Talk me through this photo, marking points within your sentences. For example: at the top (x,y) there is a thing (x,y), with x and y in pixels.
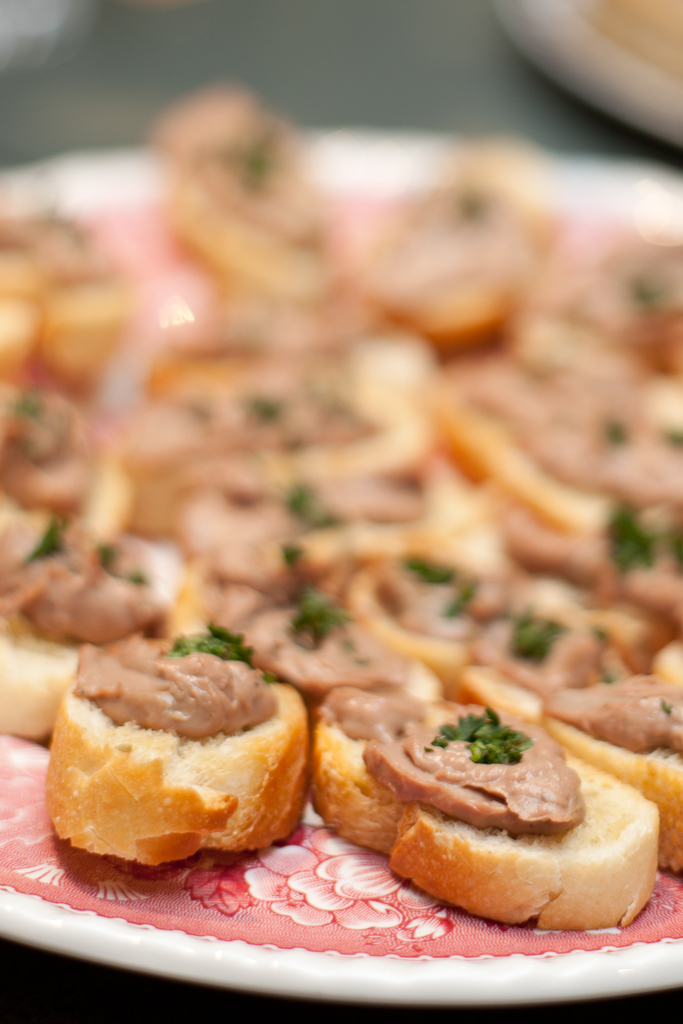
In this picture I can see the bread (441,555) and meat pieces (587,674). This plate (573,199) is kept on the table (396,98). At the top (339,75) I can see the blur image.
